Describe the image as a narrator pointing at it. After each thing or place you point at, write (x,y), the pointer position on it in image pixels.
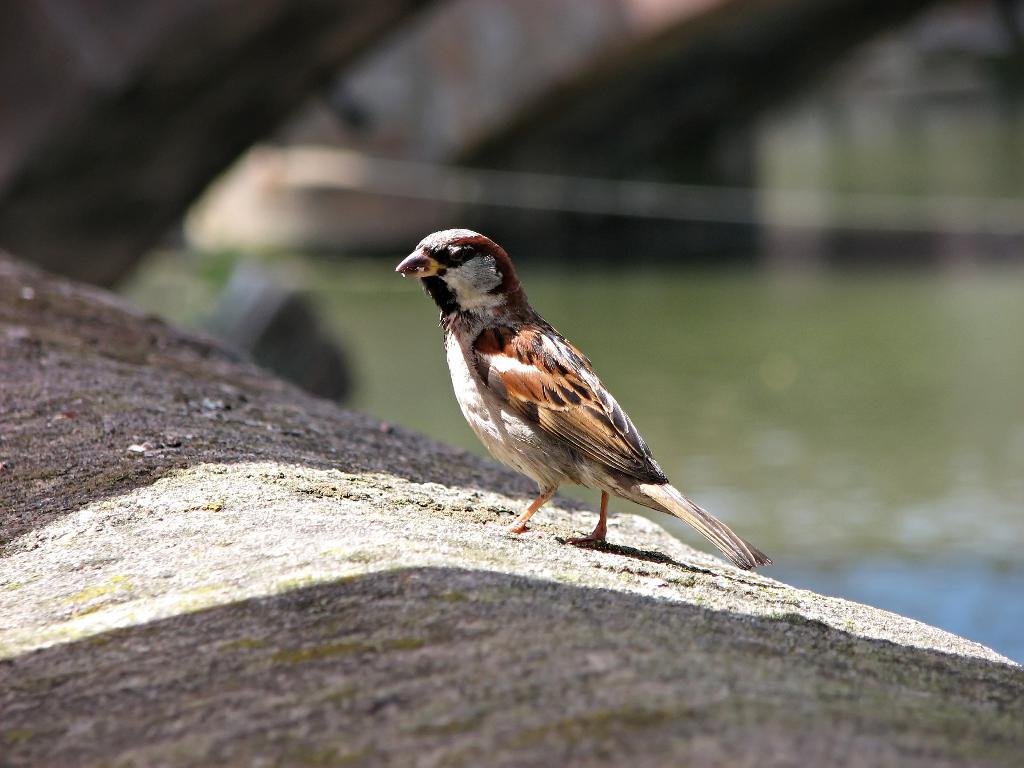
In the center of the image (527,433), we can see a bird (402,272) on the rock (267,483) and in the background (697,291), there is water (744,371).
